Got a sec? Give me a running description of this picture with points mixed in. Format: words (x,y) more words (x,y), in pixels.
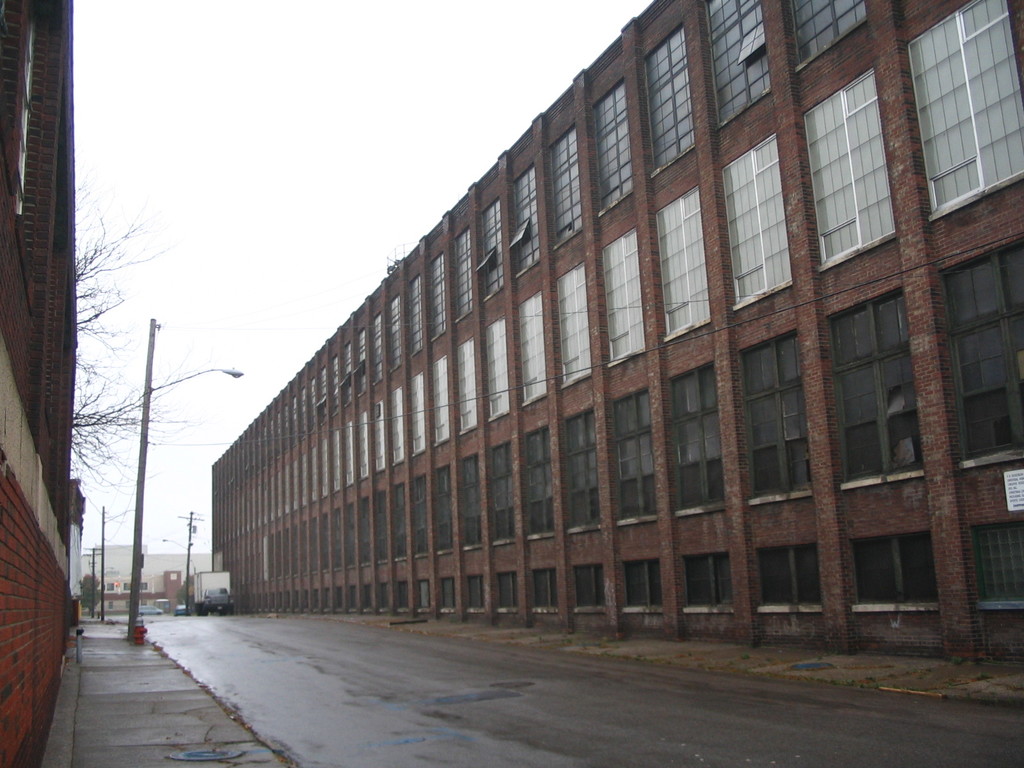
In this image we can see road (304,663). To the both sides of the road (618,734) buildings (572,369) are there and street light poles (190,532) are there. The sky (183,459) is in white color.
